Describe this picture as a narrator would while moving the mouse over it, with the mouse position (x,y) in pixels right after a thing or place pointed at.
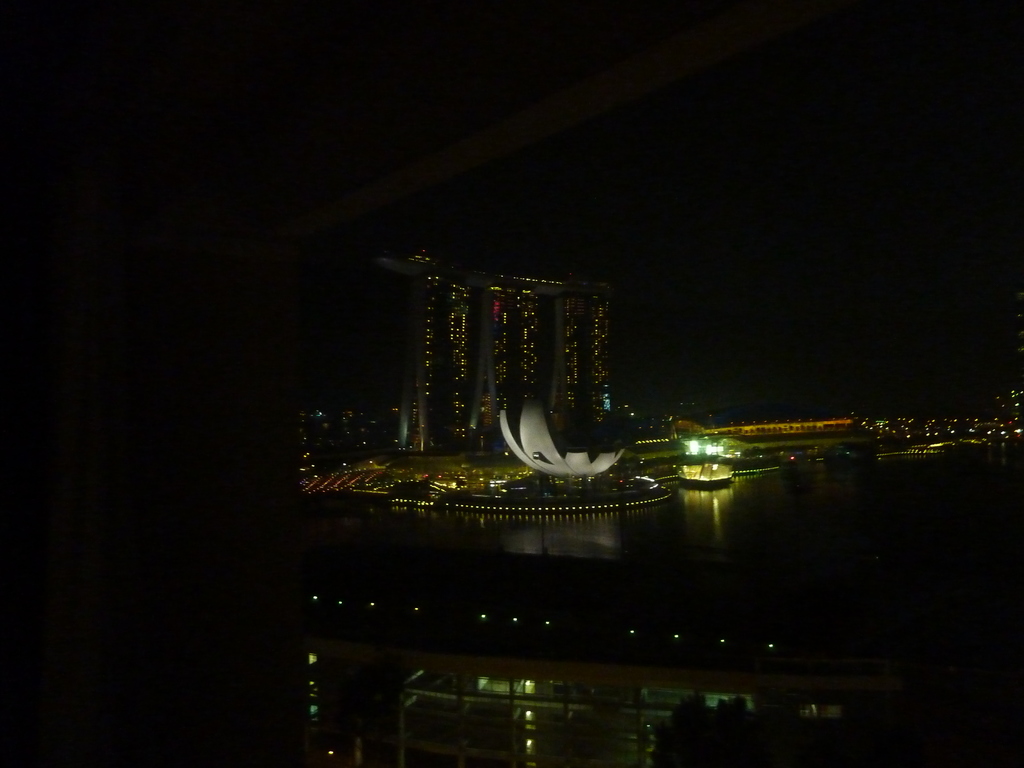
In the center of the image (460,368) we can see a building (516,373), boat (686,470), water (776,495), lights (903,427) are present. At the top of the image (667,157) sky (693,172) is there.
